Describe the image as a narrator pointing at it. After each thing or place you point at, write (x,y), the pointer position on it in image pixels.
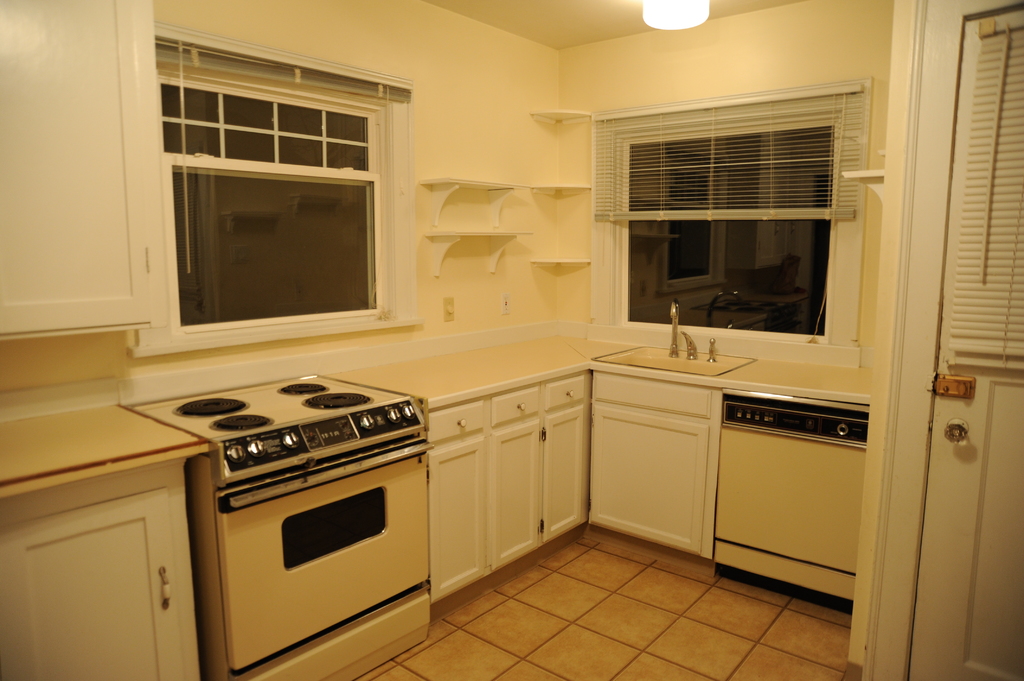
This is the picture of a room (591,376). On the right side of the image (978,380) there is a door (1013,564). On the left side of the image (321,439) there is a stove (357,427) and there are cupboards (138,502) and there is a window (269,218). At the back (729,360) there are cupboards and there is a dishwasher (819,409) and there are taps (671,315) and there is a sink (702,365) and there is a window (780,237). There are shelves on the wall (543,79). At the top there is a light (696,15). At the bottom (581,654) there is a floor (653,640).
